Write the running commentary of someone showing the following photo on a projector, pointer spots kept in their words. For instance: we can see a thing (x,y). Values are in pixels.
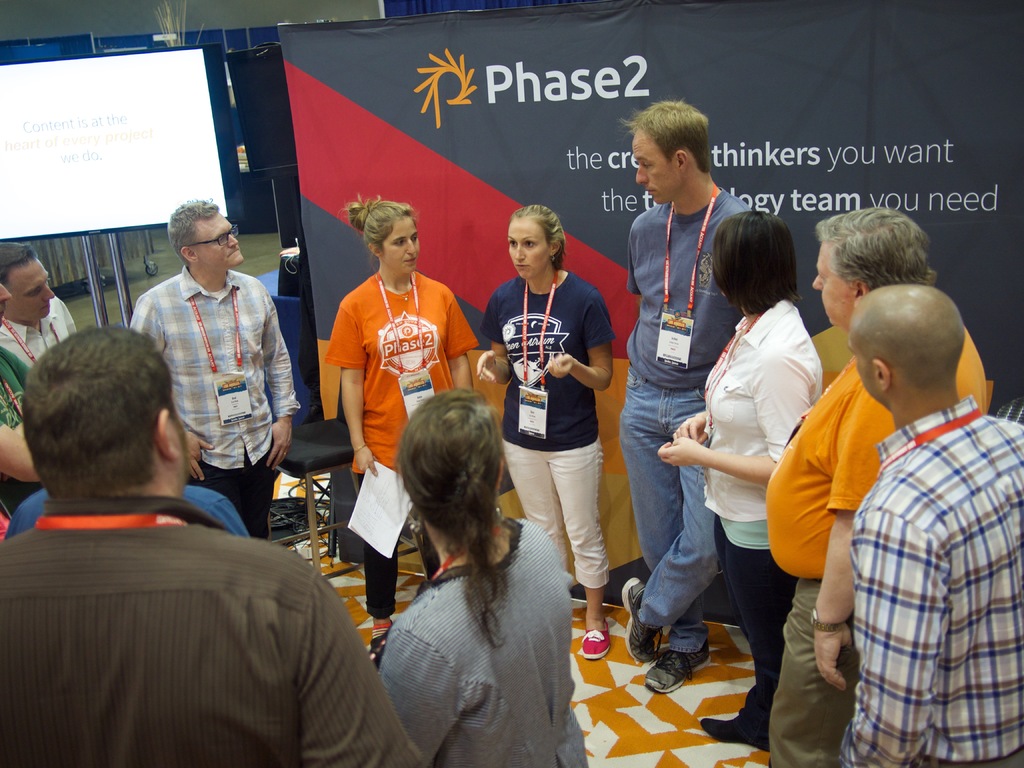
In this picture we can see a few people (298,561) from left to right. We can see a woman (421,298) holding some papers (358,518) in her hand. There is a chair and wires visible on the ground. We can see some text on the banner (692,18). There is a whiteboard (83,234), poles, blue objects (448,5) and other objects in the background (422,3).
